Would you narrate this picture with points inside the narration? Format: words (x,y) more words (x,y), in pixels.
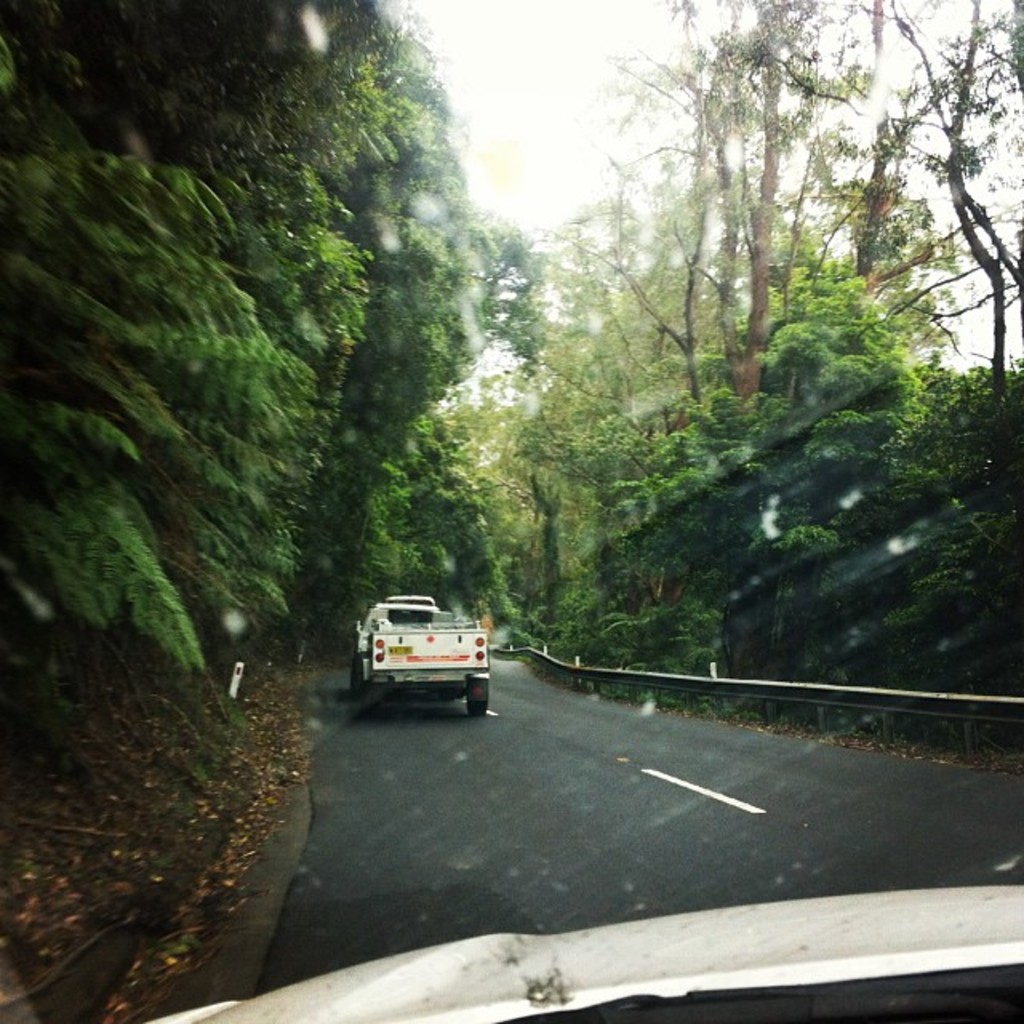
In the center of the image (465,674) there are vehicles (465,674) on the road (497,785). On both right and left side of the image (236,446) there are trees (513,305). In the background of the image (554,134) there is sky (538,121).
